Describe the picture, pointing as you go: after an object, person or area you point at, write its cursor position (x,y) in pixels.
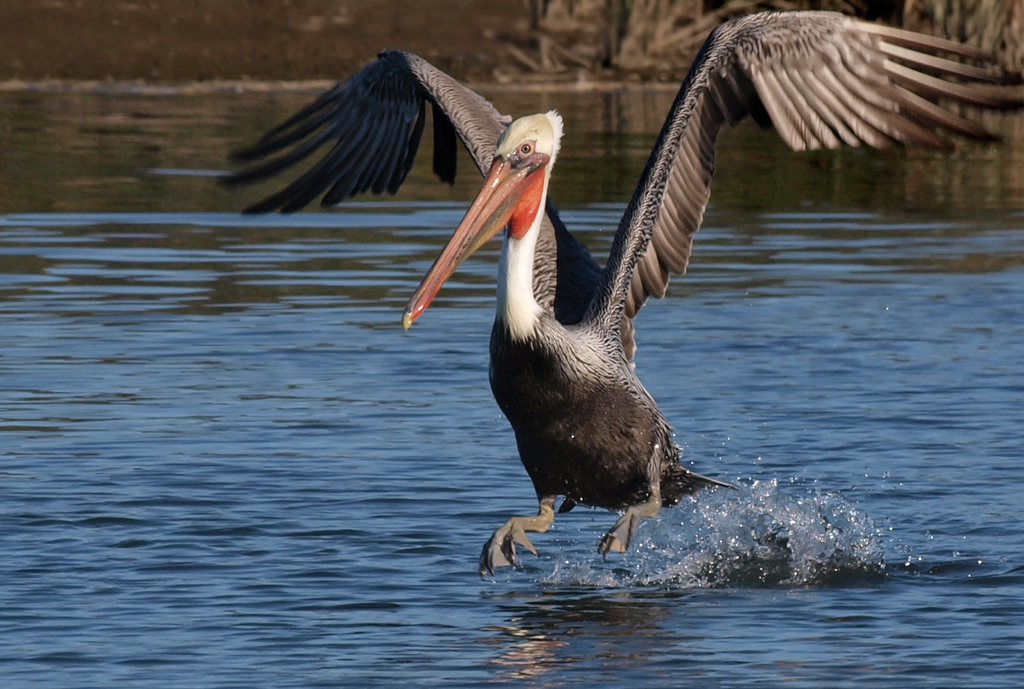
In this image there is a bird (547,342) flying. In the background (319,244) there is water (347,238) and there are objects (586,30).
